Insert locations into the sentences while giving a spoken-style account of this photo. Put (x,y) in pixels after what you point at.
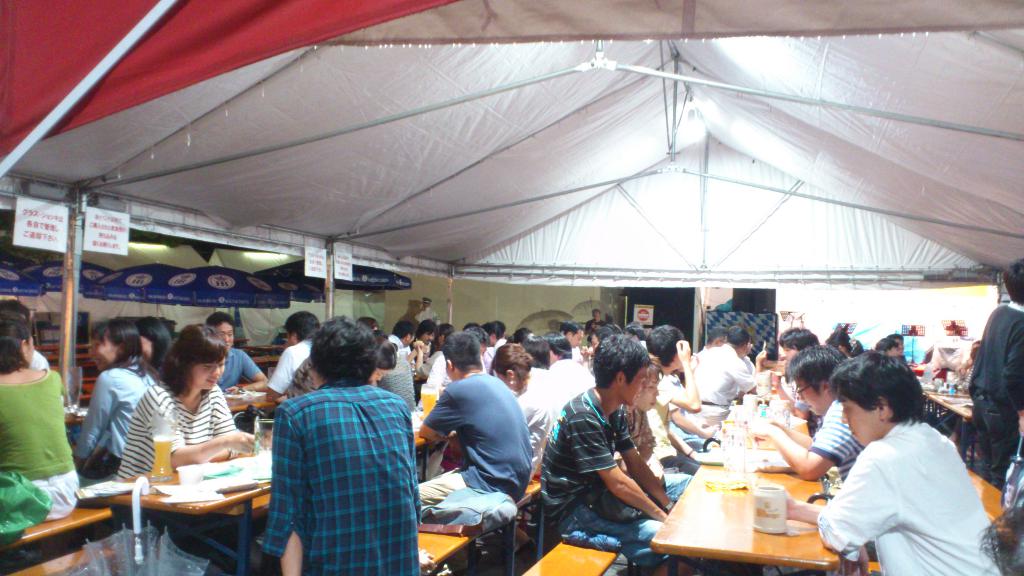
here we can see a group of people (295,341) are sitting on the chair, and in front her is the table (790,491) and some objects (751,436) on it, and at above here is the light (697,111) and here is the umbrella (192,289).
